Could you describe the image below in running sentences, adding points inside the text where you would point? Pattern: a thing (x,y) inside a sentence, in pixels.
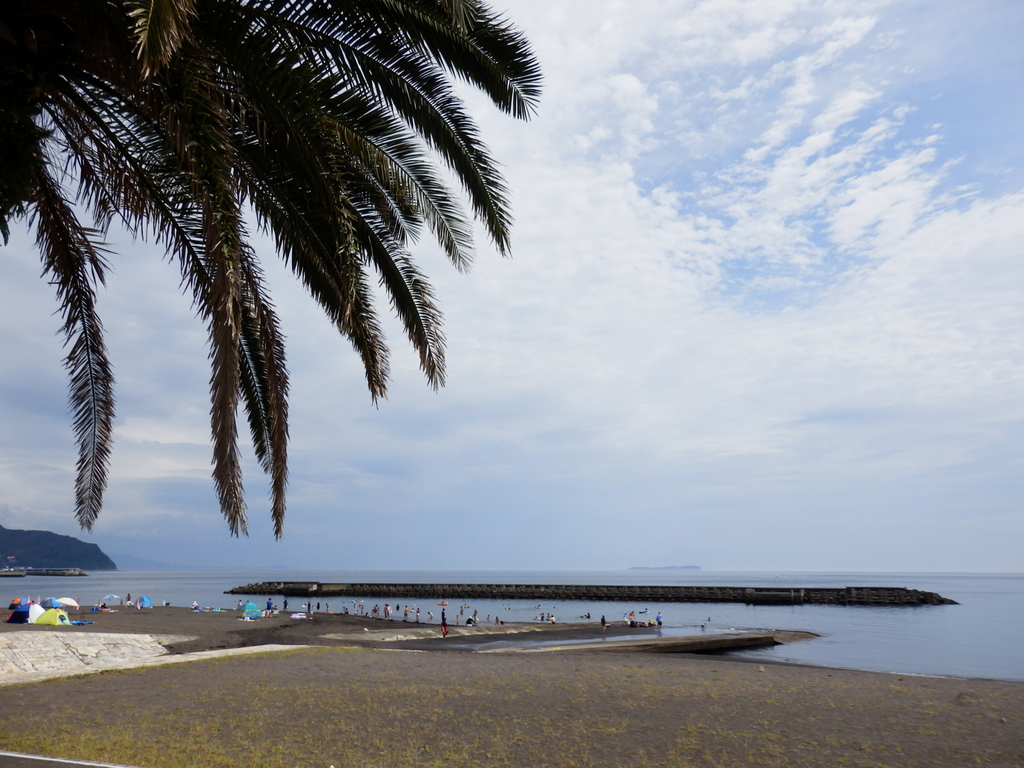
In this image there is the sky (679,286) towards the top of the image (676,185), there are clouds (675,225) in the sky (728,225), there is a mountain (74,546) towards the left of the image (74,560), there is water (830,626), there are group of persons (648,616), there is ground (395,703) towards the bottom of the image (487,714), there are plants (170,741) on the ground (220,733), there are objects (71,601) on the ground (142,615).
